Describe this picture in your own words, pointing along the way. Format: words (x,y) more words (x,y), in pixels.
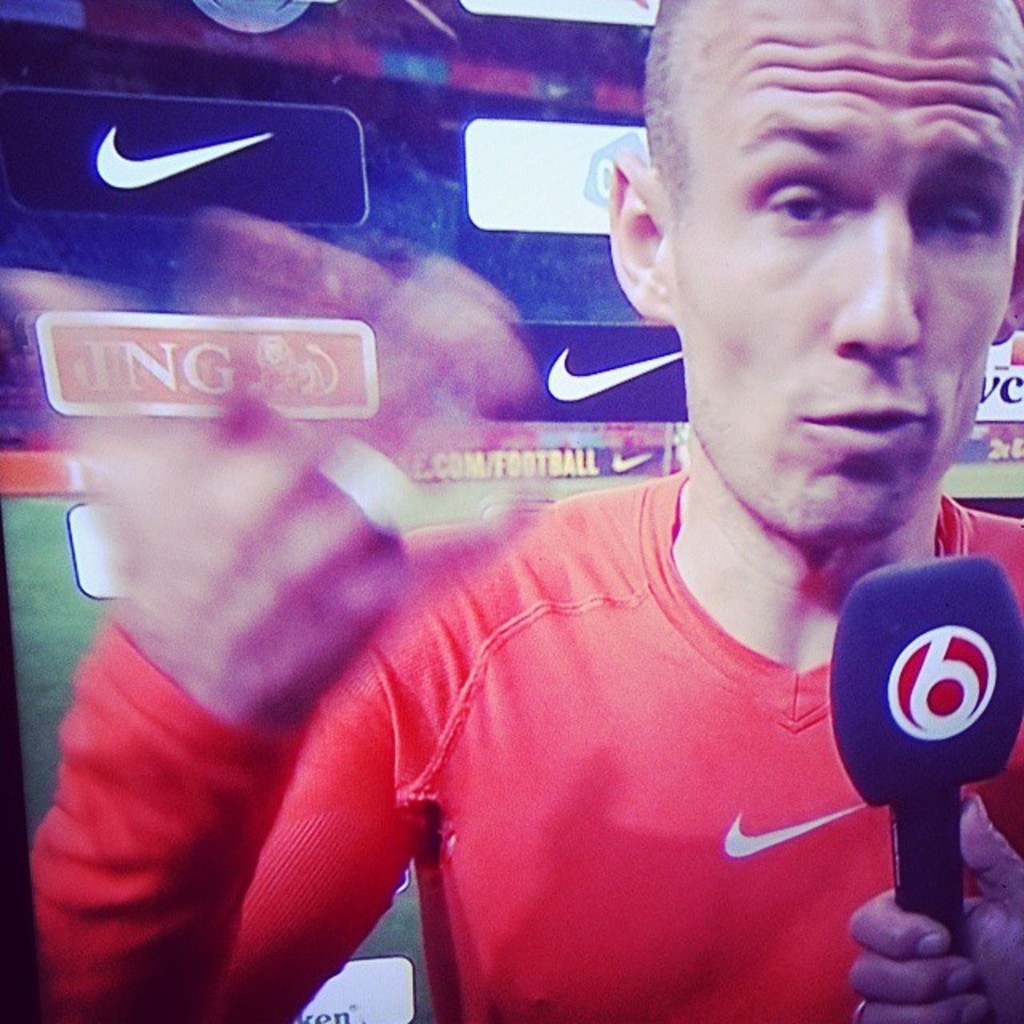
On the bottom right of the image (908,755) there is a mic (914,777) in a person's hand (974,810), in front of the mic (935,806) there is a player (646,539), behind the player (673,256) there is a sponsor board (502,282).
